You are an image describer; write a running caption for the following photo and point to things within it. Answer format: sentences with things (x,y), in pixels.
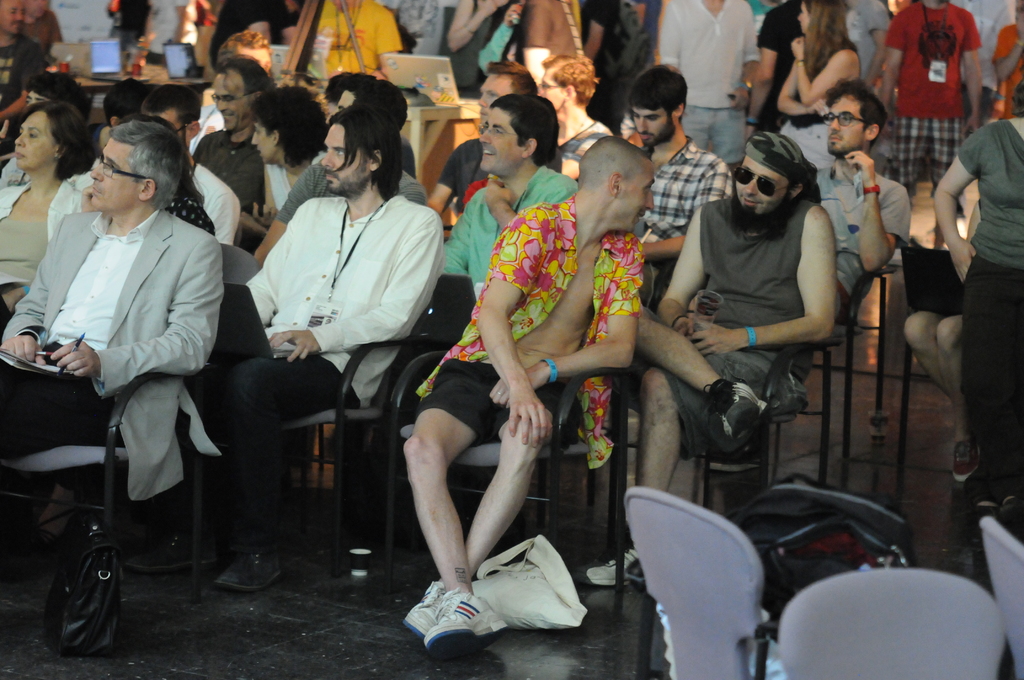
In this image we can see some group of persons (561,211) sitting on chairs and some (677,65) are standing and we can see some bags (95,567), laptops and some other items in the image.
